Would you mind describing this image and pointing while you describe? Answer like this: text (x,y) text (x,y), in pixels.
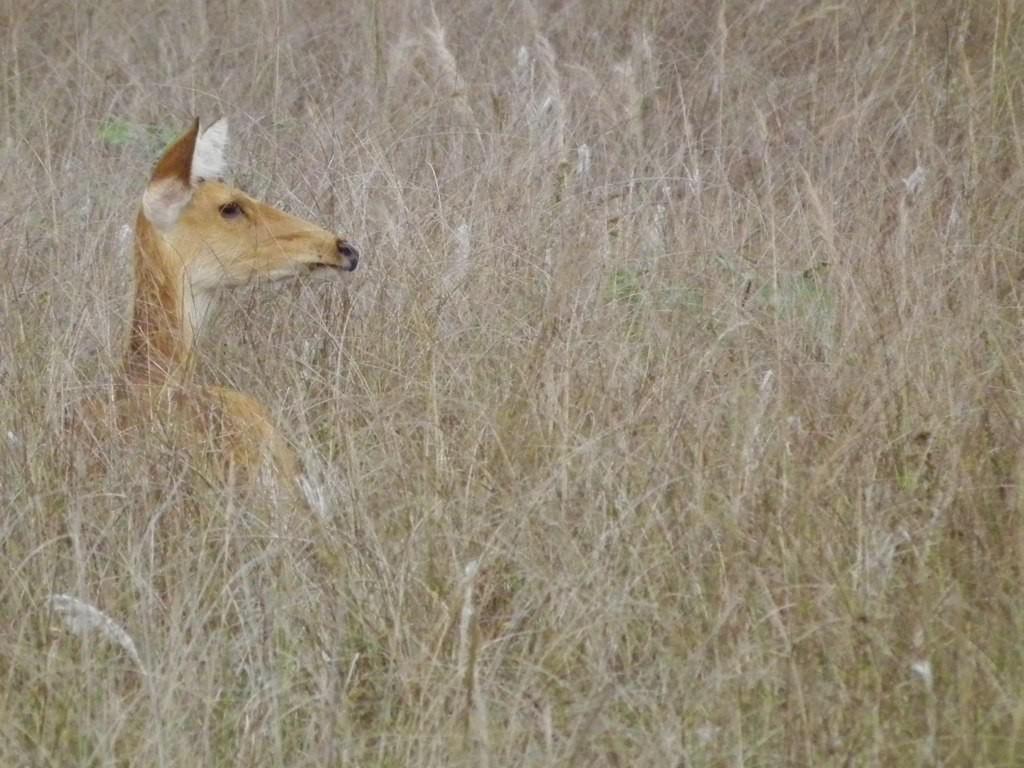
In the image there is a lot of grass (495,410) and in between the grass (98,291) there is an animal (152,215).
